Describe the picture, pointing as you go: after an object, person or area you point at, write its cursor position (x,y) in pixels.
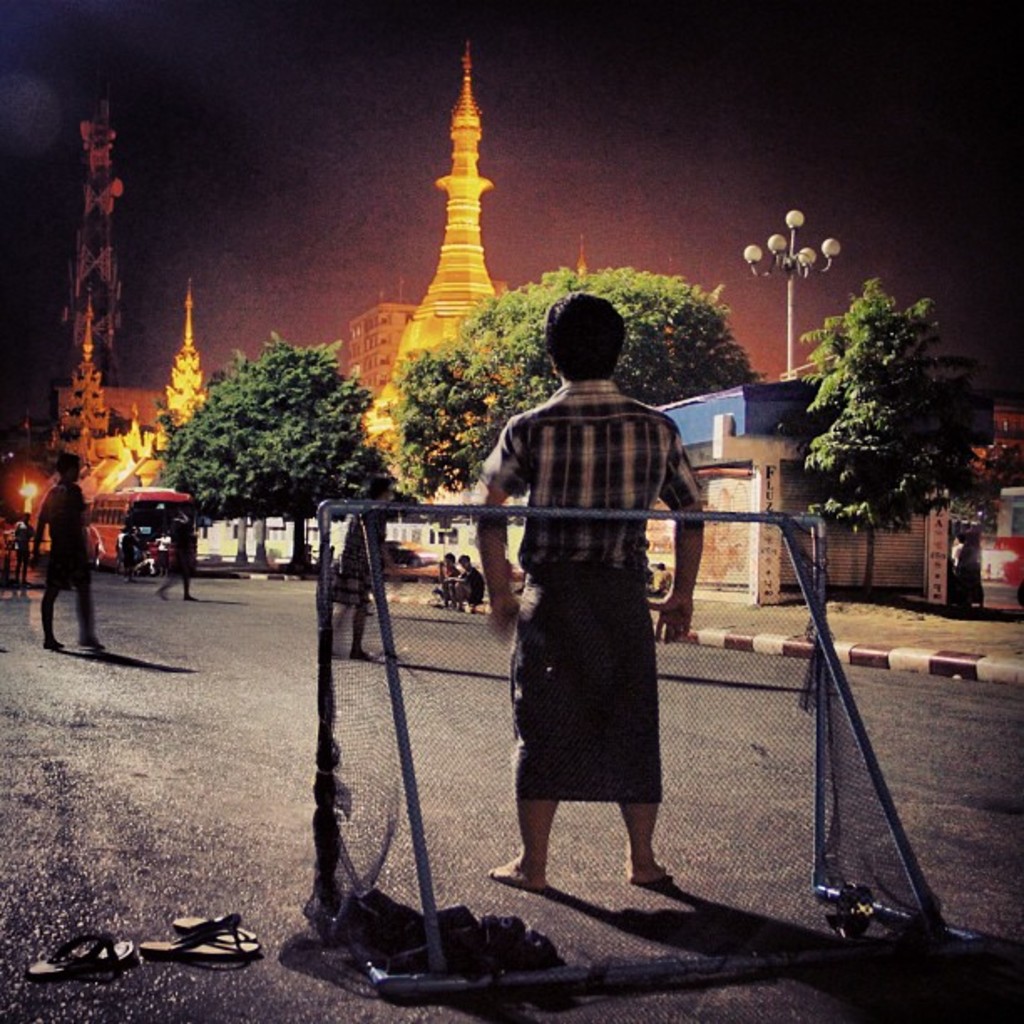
In the center of the image (602,562) we can see a man (602,702) standing. At the bottom (535,909) there is a net (697,833) and we can see footwear (231,938). In the background (105,534) there is a bus (144,525) on the road (183,976) and we can see people (345,628). There are buildings (762,464), trees (883,451), poles (807,258) and sky (310,232).
